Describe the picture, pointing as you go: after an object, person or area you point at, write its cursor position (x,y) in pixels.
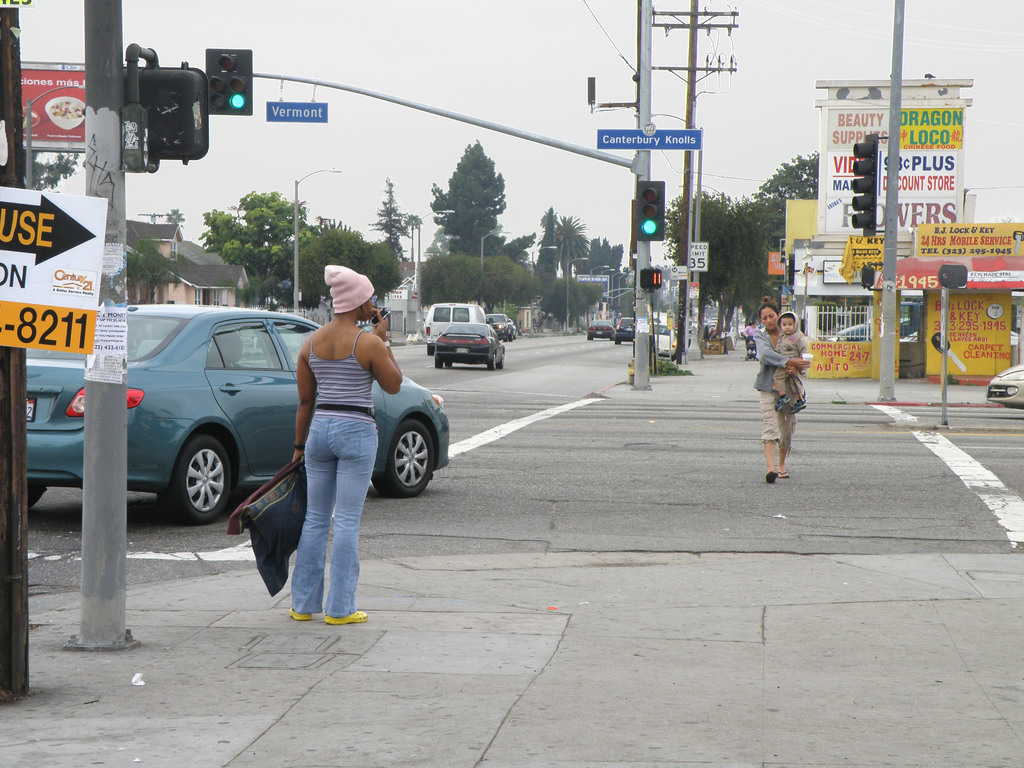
In this image we can see persons (762,364) standing on the road (652,428) and one of them is holding a baby (782,351) in her hands (798,362). In the background (726,242) we can see motor vehicles (240,343), trees (279,261), street poles (297,267), street lights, traffic poles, traffic signals (213,85), advertisement boards (898,273), buildings (187,258) and sky (504,117).
